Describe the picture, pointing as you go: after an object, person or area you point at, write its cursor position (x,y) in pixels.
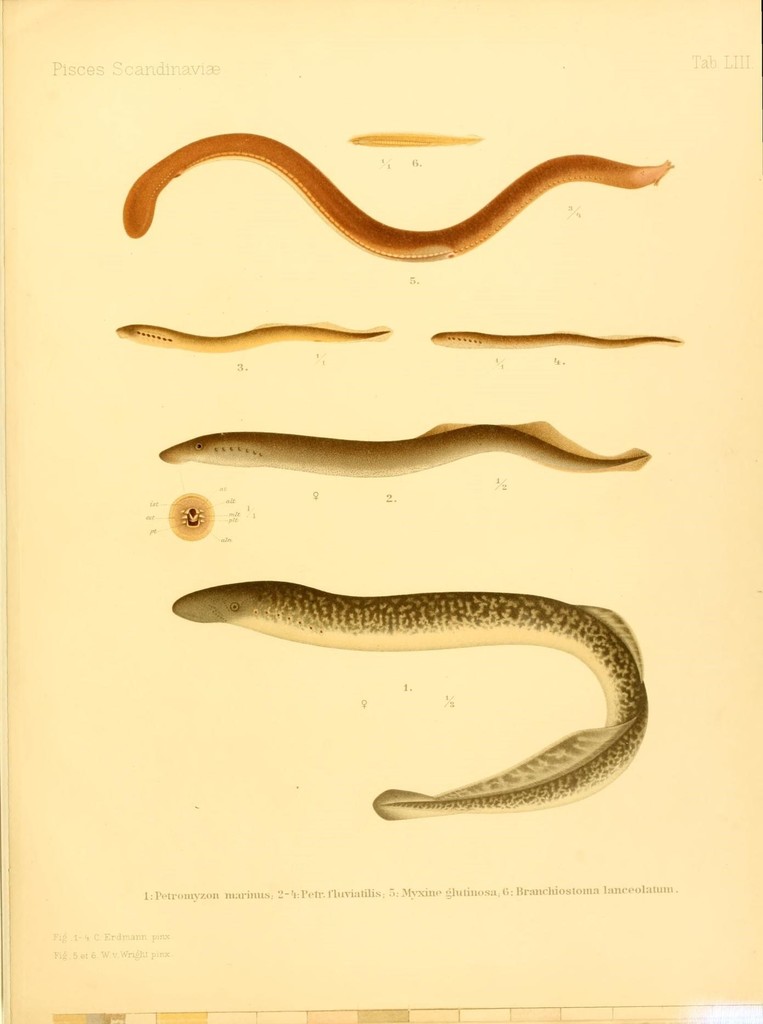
In this image I can see a paper (379,667). And on the paper (379,741) there are images (412,628), numbers (392,498) and some words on it.
